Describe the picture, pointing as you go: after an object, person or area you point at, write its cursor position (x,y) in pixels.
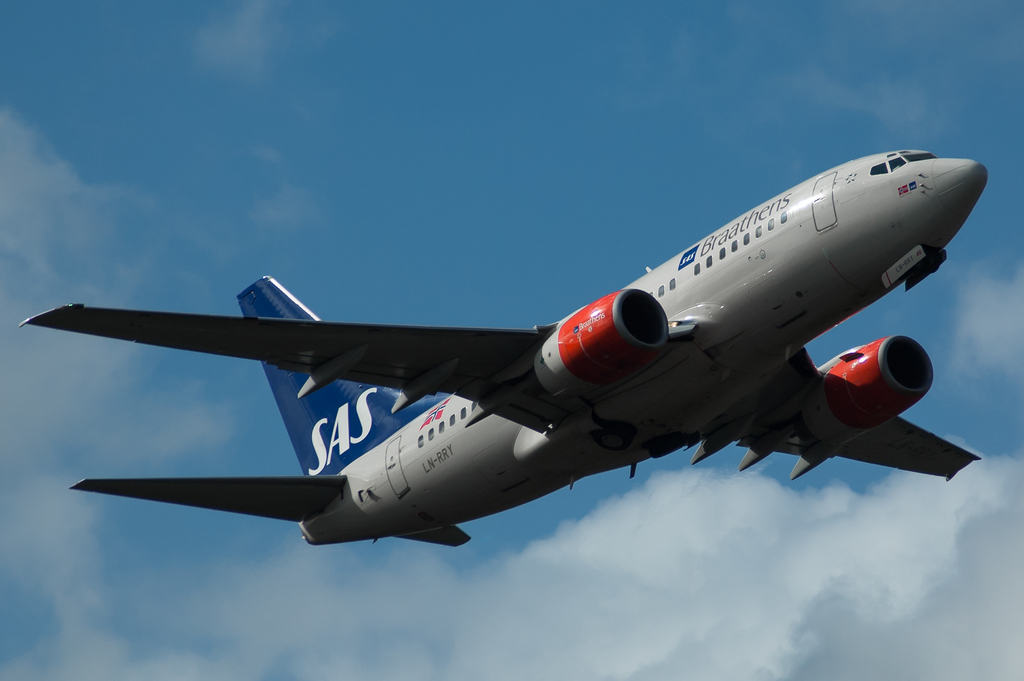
In the background (891,333) portion of the picture we can see the clouds (928,523) in the sky (47,46). In this picture we can see an airplane (913,250) in the air (208,448).
